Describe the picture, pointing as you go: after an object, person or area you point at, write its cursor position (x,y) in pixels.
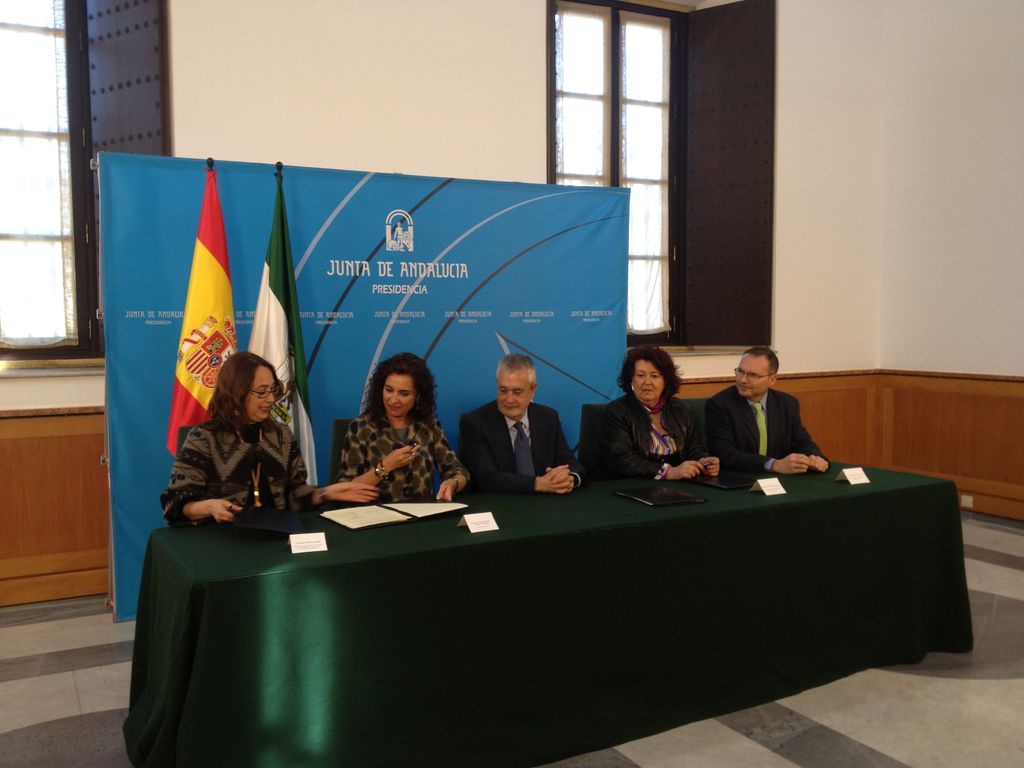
In this image we can see a five persons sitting on a chair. Here we can see these two women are having a conversation. This is a table (535,528) where a file (401,505) and name plates (480,516) are kept on it. In the background (557,236) we can see a hoarding (383,200) and two flags (282,241). Here we can see a glass window (575,150).
